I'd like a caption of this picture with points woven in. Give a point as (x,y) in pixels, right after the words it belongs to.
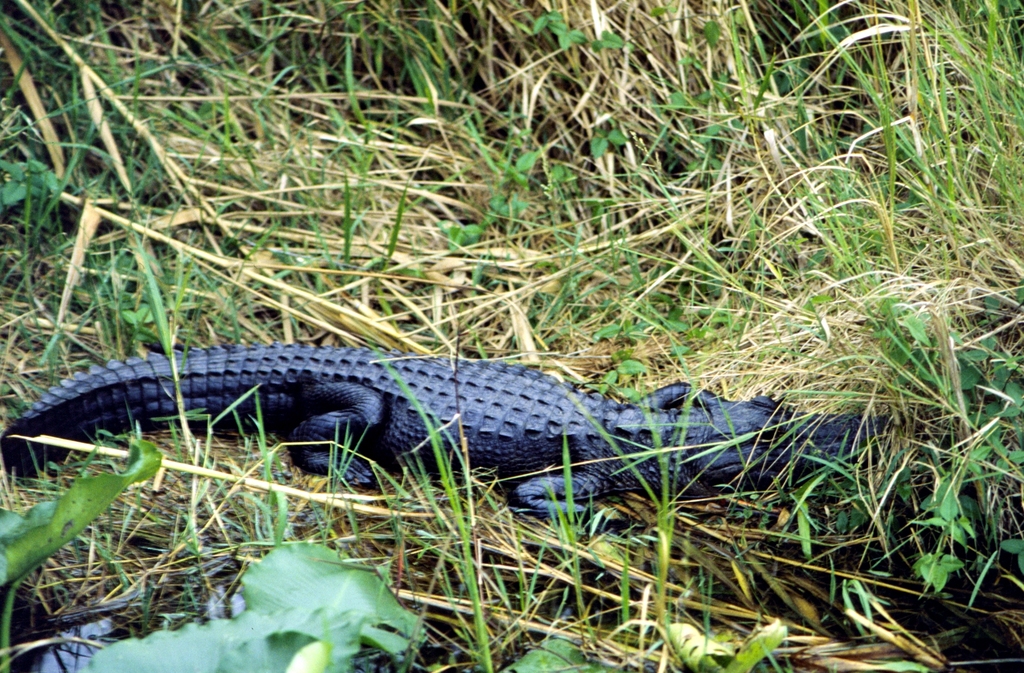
In this image a crocodile (339,399) is on the grass (929,333). Bottom of image (100,491) there are few plants (3,654) are in water (43,669). Right side (1014,547) there are few plants (977,516).
